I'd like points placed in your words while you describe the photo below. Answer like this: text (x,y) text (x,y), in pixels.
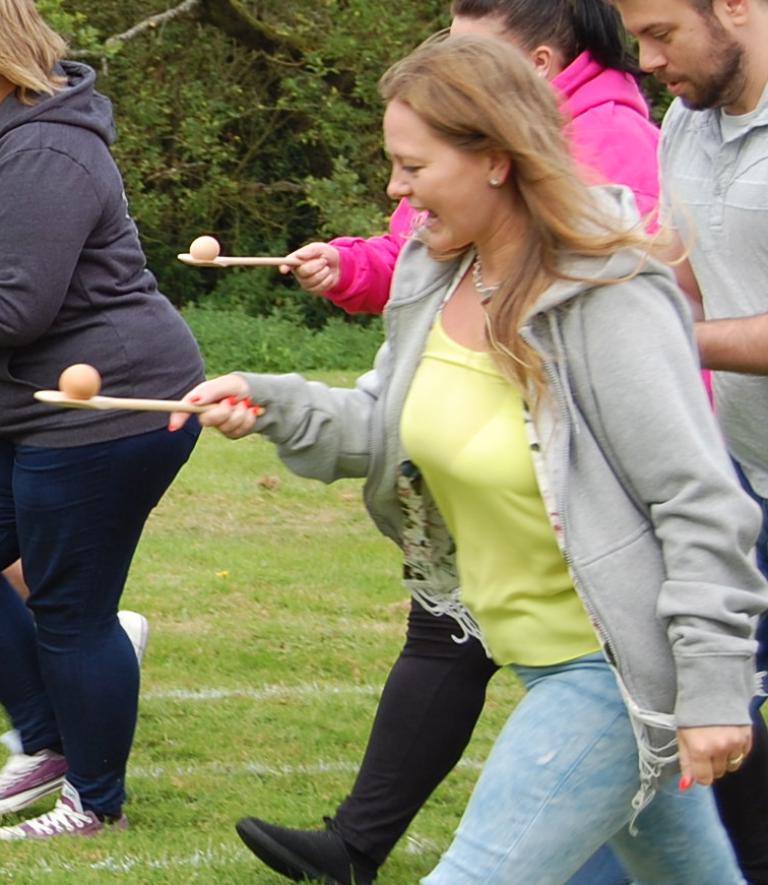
In this picture we can see four people (733,283) walking on the grass (331,648) and two people (396,426) are holding spoons (269,262) with eggs (80,376) on it. In the background (143,121) we can see trees (284,49).
